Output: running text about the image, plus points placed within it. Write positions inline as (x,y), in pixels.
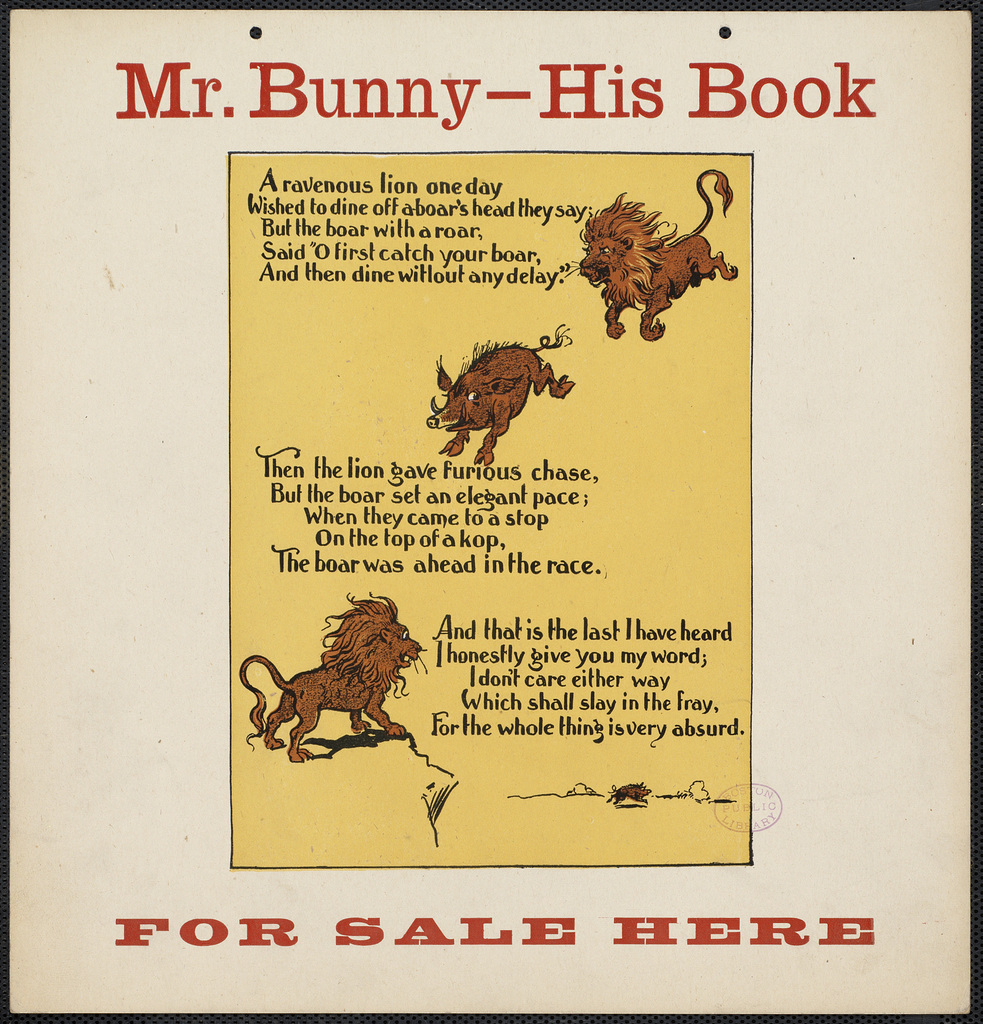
In this image there is a picture of a book cover (527,549) with text (394,473) and pictures (606,266) on it.
